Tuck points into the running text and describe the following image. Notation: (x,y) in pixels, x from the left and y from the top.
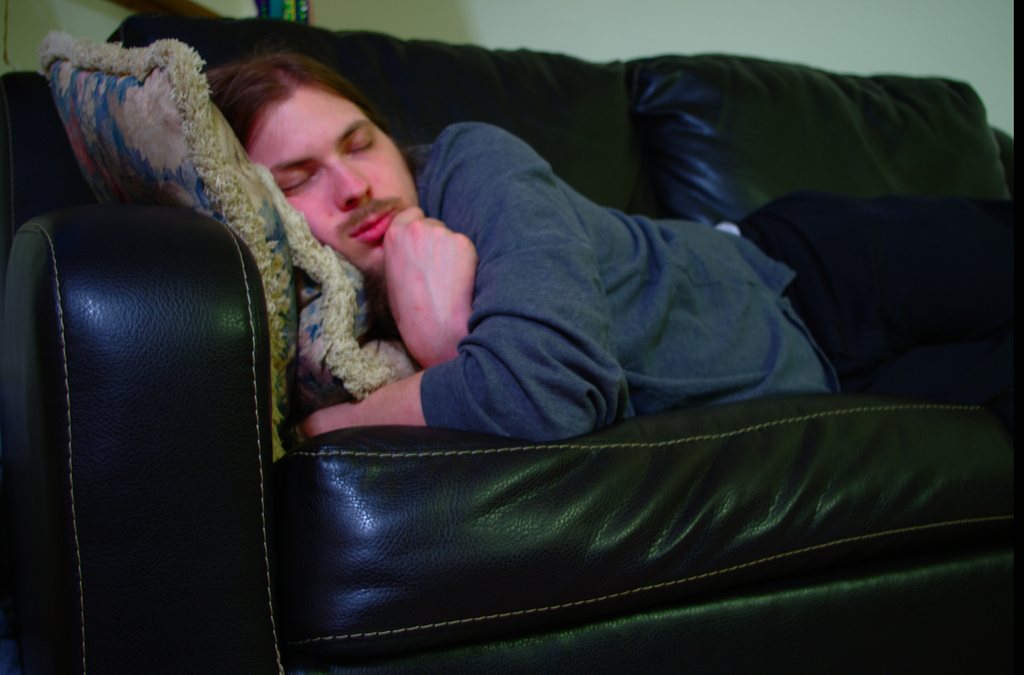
In this image I can see a man (252,102) is lying on a sofa (313,515). I can also see few cushions (73,94) on this sofa (196,416).
